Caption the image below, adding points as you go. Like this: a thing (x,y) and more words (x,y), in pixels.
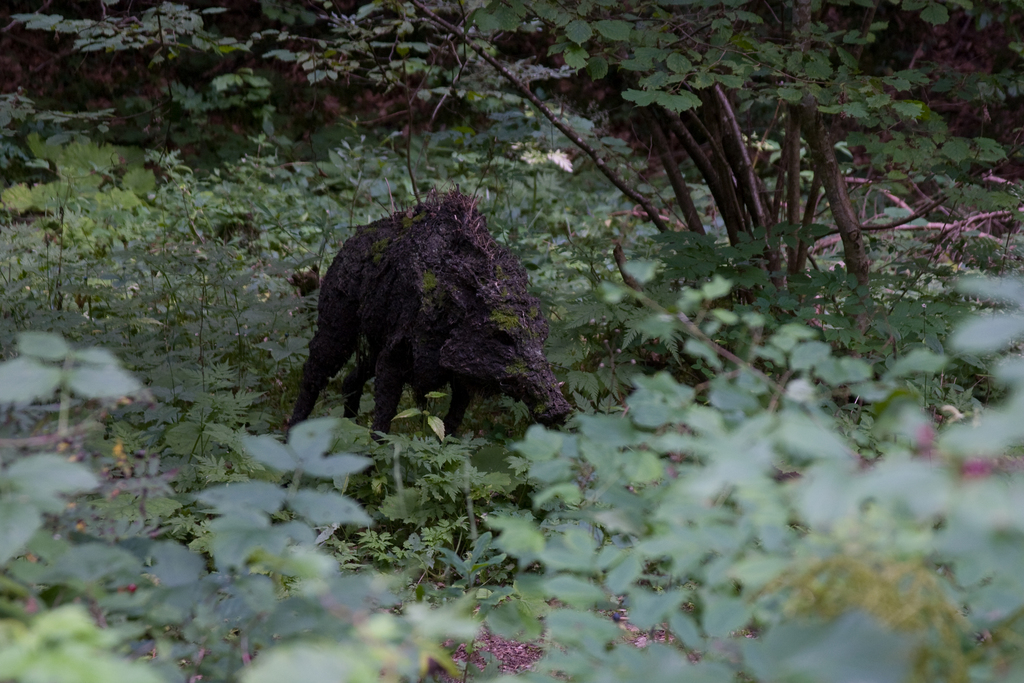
In this image there is a pig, and at the background (696,247) there are plants (642,236), grass (150,249).
